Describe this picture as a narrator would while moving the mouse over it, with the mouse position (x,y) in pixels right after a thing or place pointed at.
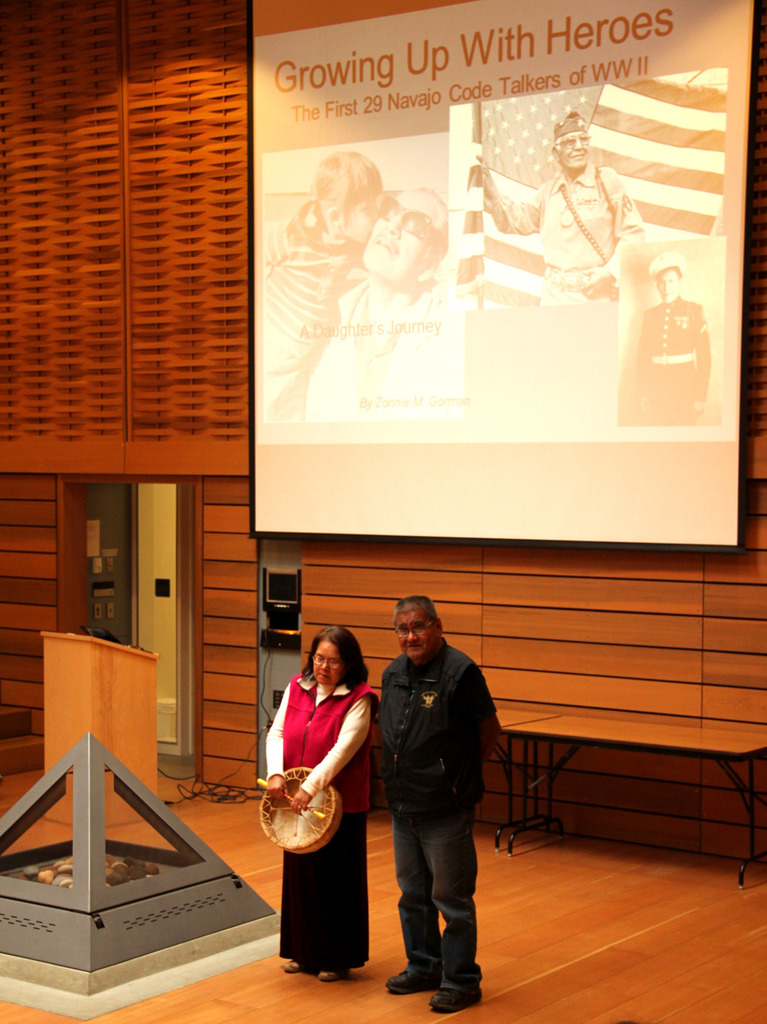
In this image we can see a lady person (324,763) and a male person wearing red and black color dress (303,739) respectively standing on stage (29,784), there is some item (85,806) and in the background of the image (83,4) there is wooden wall (170,305) and a projector screen (378,243) in which some video (534,313) is displaying.
